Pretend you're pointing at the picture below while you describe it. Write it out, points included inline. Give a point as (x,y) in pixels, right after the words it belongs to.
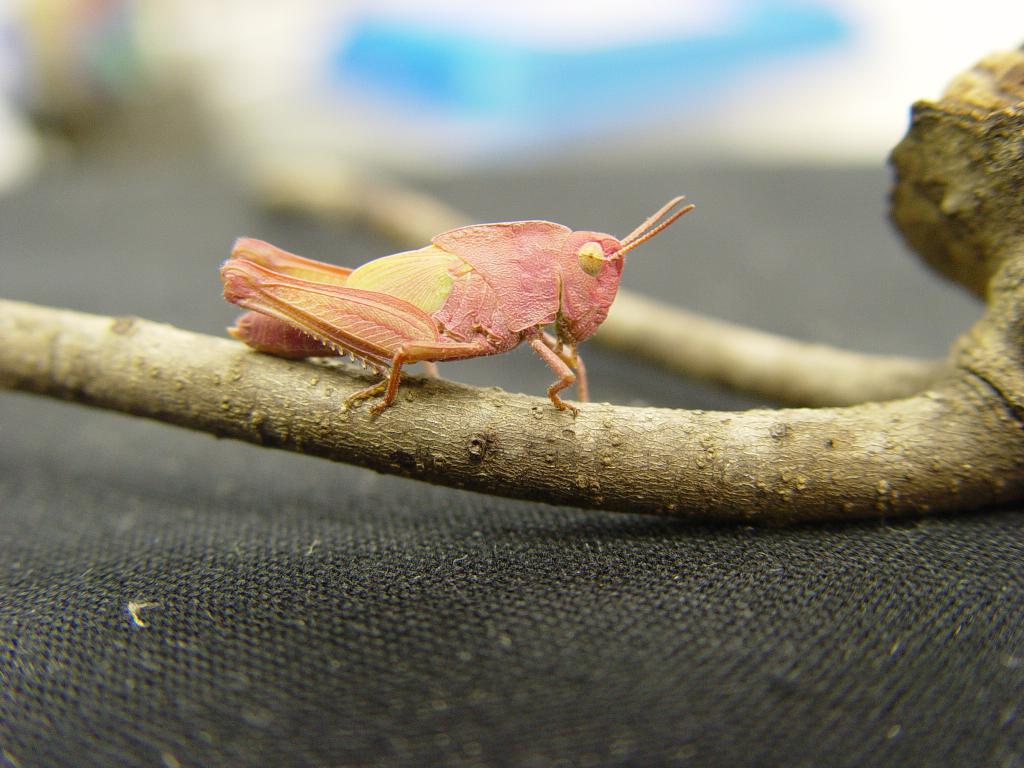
In the middle of the image (495,326) there is a grasshopper (382,318) on the stem (463,412) of a plant (856,416) on the black surface (630,532). In this image the background (347,104) is blurred. At the bottom of the image (362,662) there is a black surface (456,631).
